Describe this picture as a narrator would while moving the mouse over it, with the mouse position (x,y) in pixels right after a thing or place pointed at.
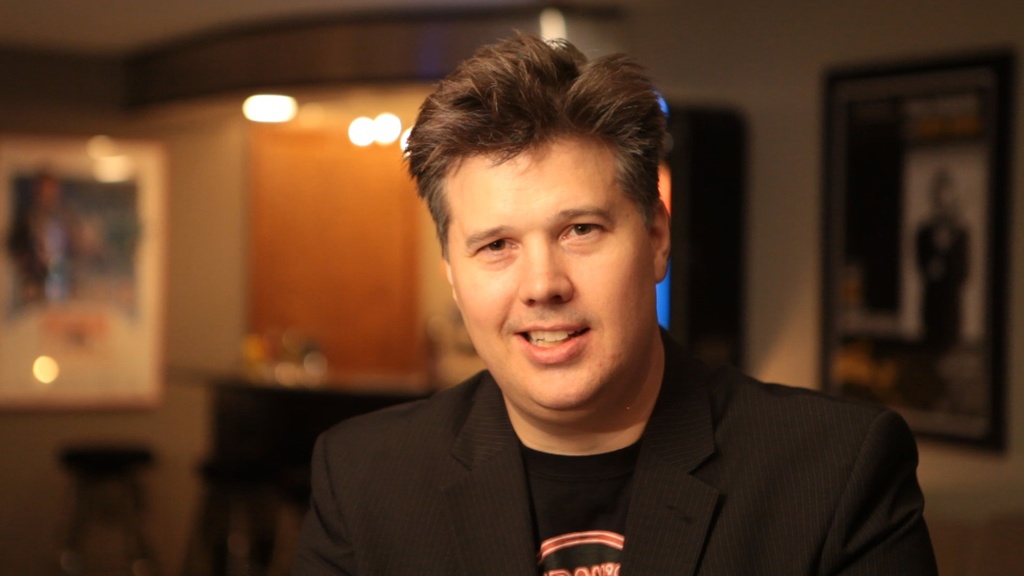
In this image we can see a person (715,409) wearing a black coat (745,412). In the background (919,362), we can see a photo frame (935,212) and some lights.
